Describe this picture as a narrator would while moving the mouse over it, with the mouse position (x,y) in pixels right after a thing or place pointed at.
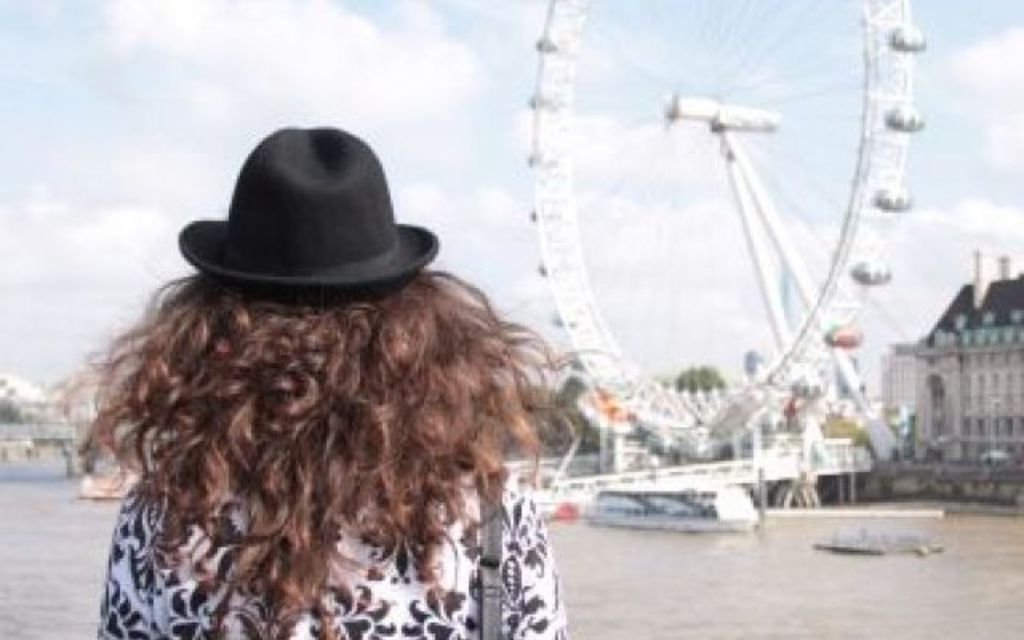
In this image we can see a lady (422,546) wearing a hat (322,214). On the right (743,407) we can see a giant wheel (735,412) and there are buildings (994,440). We can see trees (576,418). At the top (379,146) there is sky (434,159). At the bottom (757,572) there is water (635,588) and we can see boats (596,517) on the water (92,501).
